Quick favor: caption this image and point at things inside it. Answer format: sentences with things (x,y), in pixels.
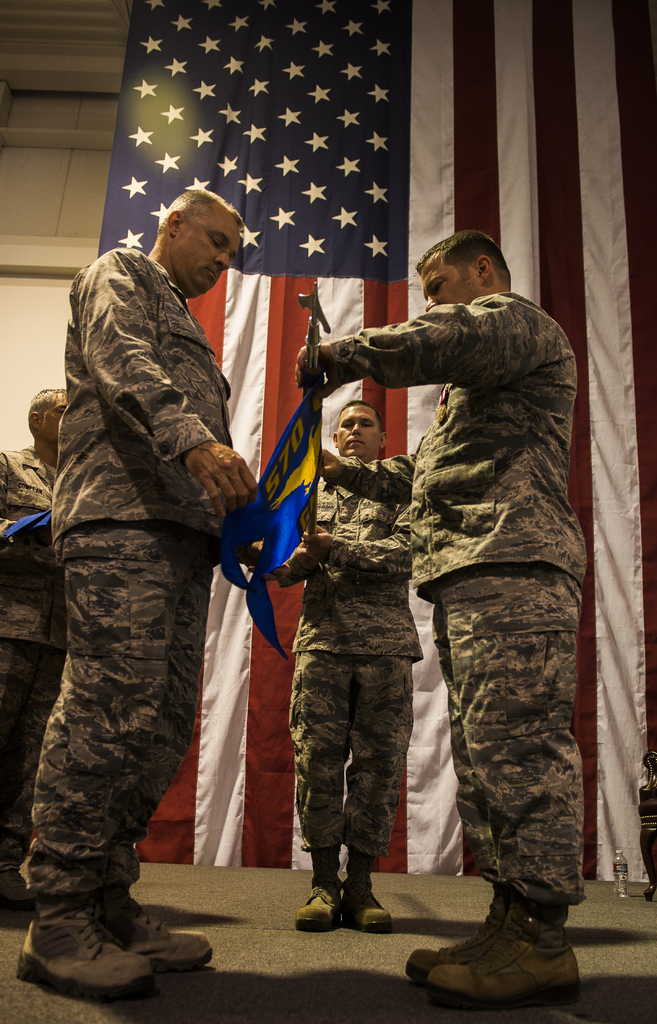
In this picture we can see there are four people (24,480) standing on the path (245,957) and the two people (340,482) are holding an item (298,489). Behind the people (105,573) there is a united states flag (348,215) and a wall (41,263).
